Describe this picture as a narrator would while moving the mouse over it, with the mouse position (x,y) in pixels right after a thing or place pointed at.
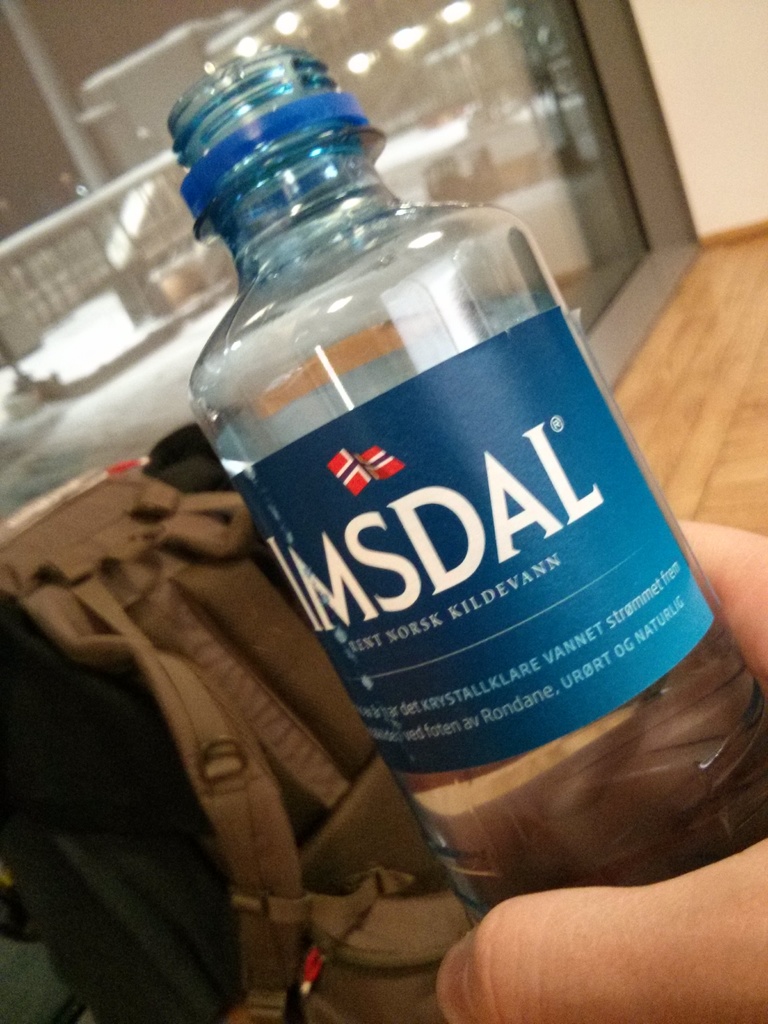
There is a bottle (310,525) holding by some one and behind that there is a backpack (364,825) and a glass wall (613,206).
